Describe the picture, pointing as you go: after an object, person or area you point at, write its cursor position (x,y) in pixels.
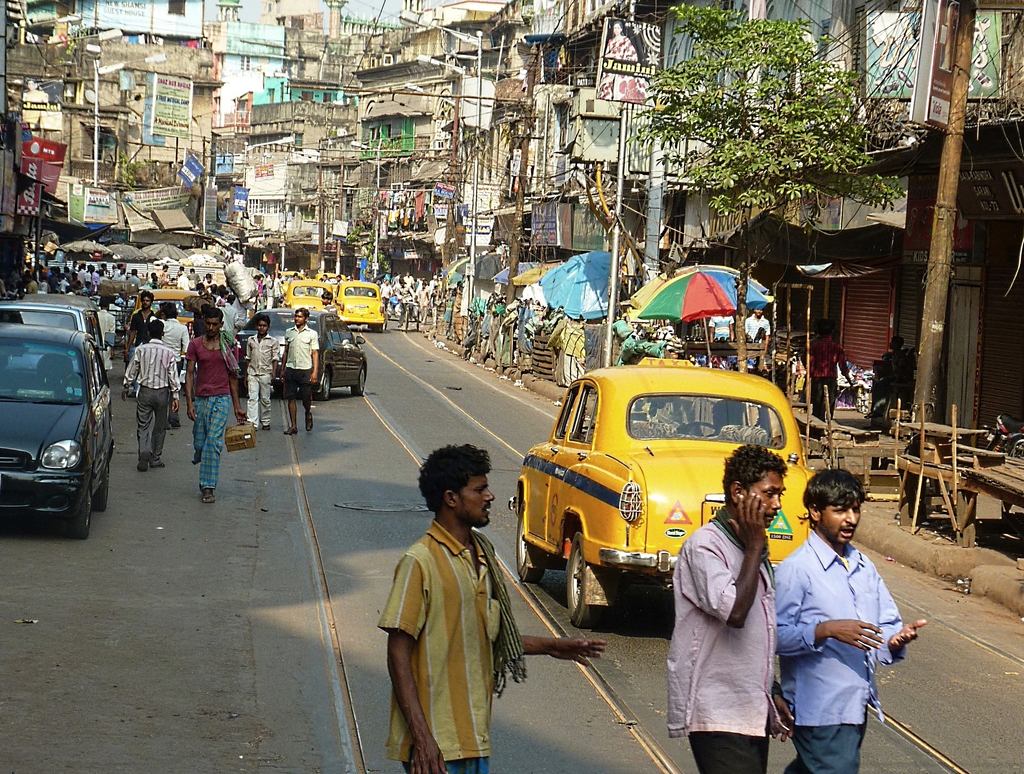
In the image few people (842,711) are standing. Behind them there are some vehicles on the road (1022,709). Behind the vehicles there are some poles (36,230) and trees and buildings (987,277) and banners (918,15).
